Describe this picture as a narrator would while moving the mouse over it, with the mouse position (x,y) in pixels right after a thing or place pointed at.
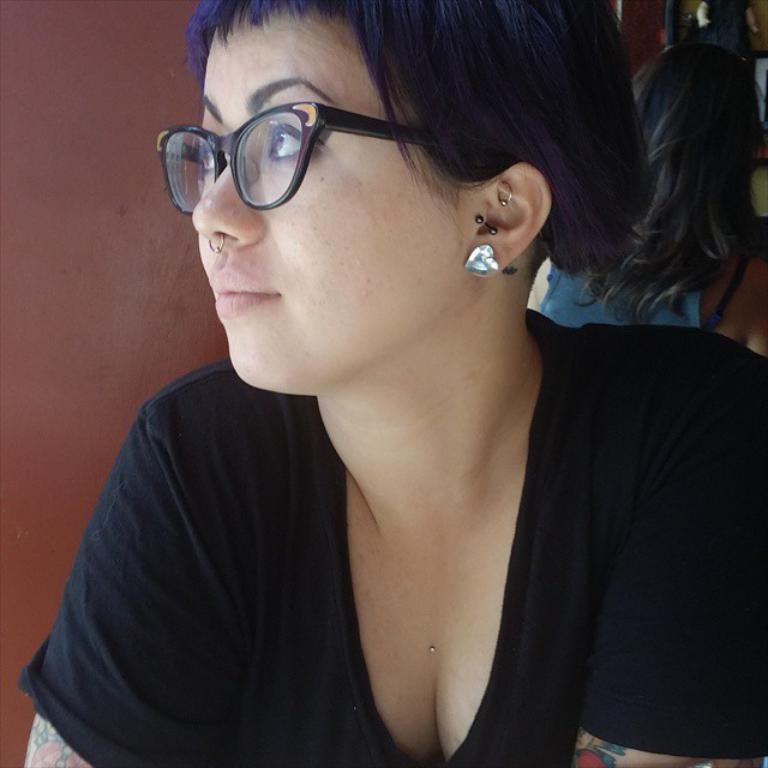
In the image we can see there is a woman (477,413) sitting and she kept piercing ring (218,239) in her nose (228,238).
